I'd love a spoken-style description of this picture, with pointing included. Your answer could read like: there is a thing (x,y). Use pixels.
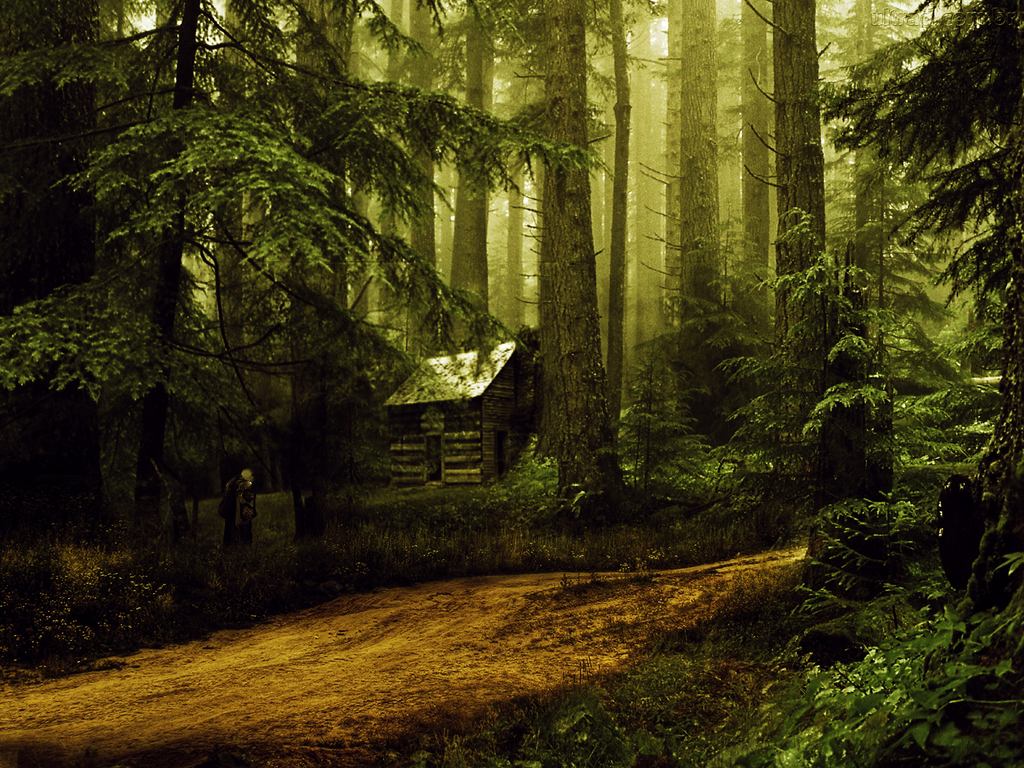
In this image there is a path (490,633) in the middle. In the background (502,451) there is a small house (476,418). There are so many tall trees (484,198) around the house (463,380). At the bottom (745,703) there are small plants (894,672). There is a person (243,494) on the left (231,510) who is standing on the ground (258,543).
